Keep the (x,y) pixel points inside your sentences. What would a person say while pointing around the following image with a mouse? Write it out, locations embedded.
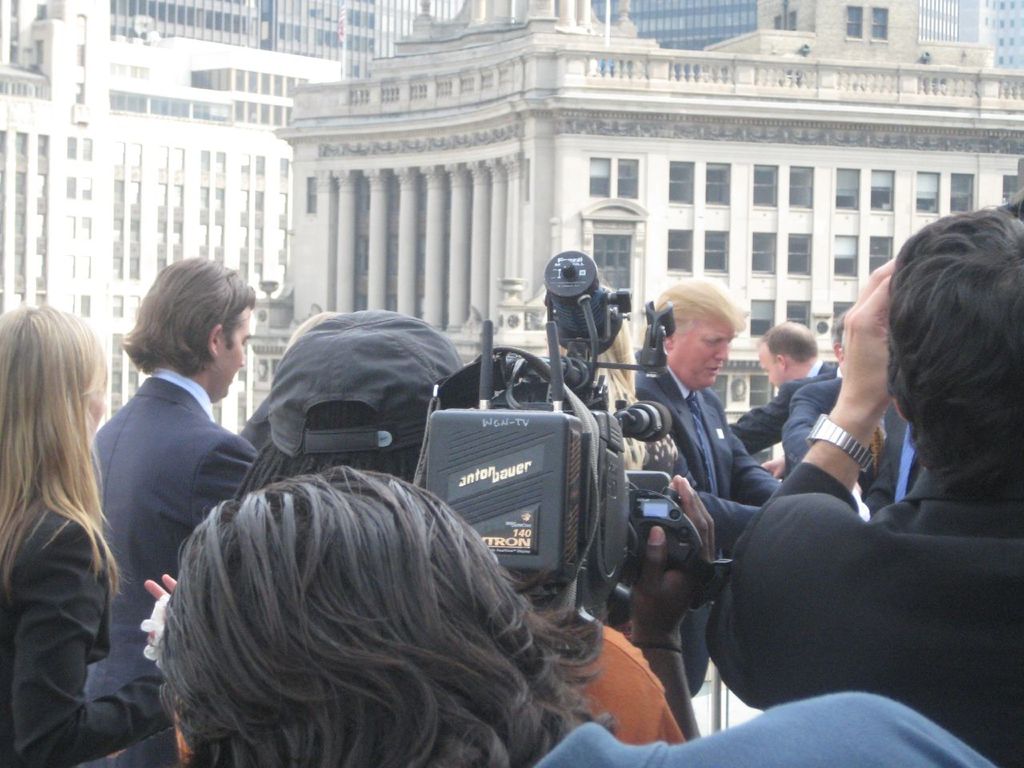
In the image I can see a group of people (569,615) are standing among them the person (601,664) in the middle (554,511) is holding a video camera (621,495) in hands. In the background (534,191) I can see buildings (557,156).
